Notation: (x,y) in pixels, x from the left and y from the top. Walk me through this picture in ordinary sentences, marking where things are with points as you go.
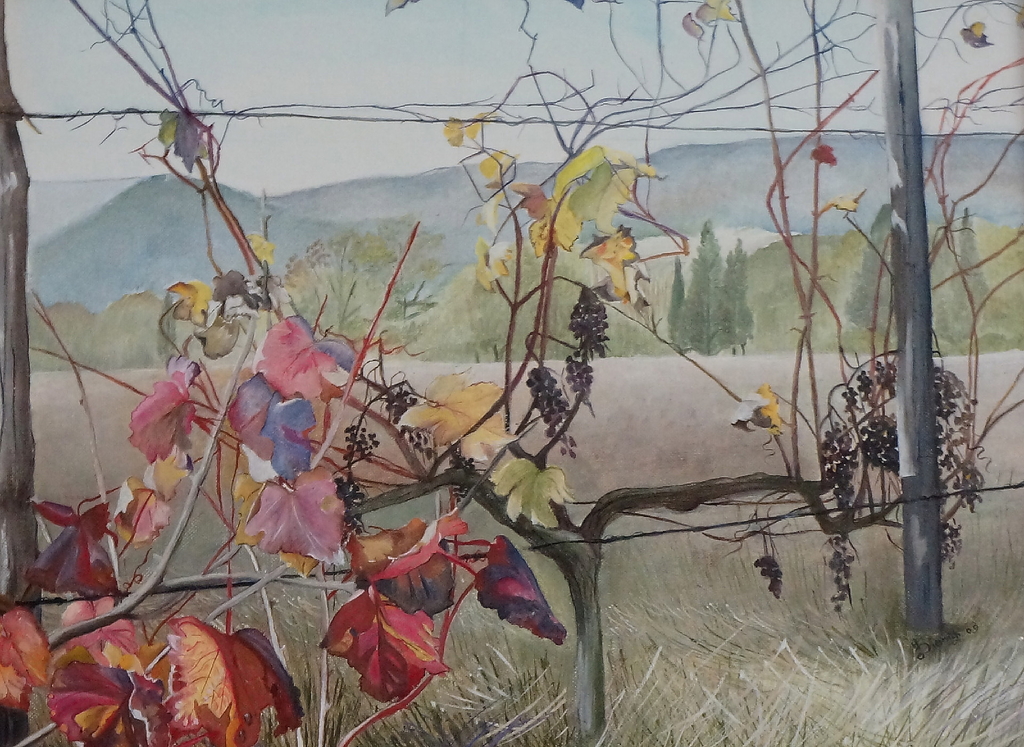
In this image I can see a painting (637,527) of plants (161,649) and a fencing (866,503) with a barbed wire (748,523). At the bottom (840,711), I can see the grass (799,547). In the background (741,329) there are many trees (478,302) and hills (283,197). At the top of the image (183,16) I can see the sky (183,16).
